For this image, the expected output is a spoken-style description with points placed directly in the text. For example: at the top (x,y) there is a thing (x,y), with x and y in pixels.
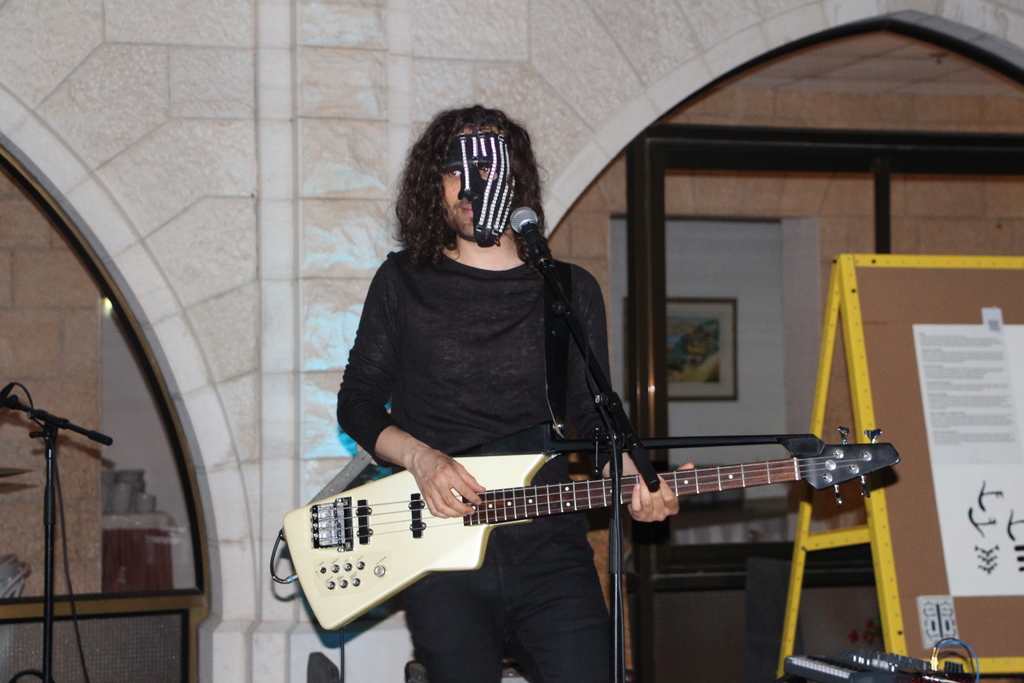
In this image a person (481,410) is standing. He is holding a guitar (303,553). He is wearing a mask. Before him there is a mike stand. Right side (1010,623) there is a board (997,617) having few posters (949,421) attached to it. Right bottom there is an electrical device (844,666). Left side (43,419) there is a mike stand (43,432). A picture frame (729,346) is attached to the wall (781,349).
